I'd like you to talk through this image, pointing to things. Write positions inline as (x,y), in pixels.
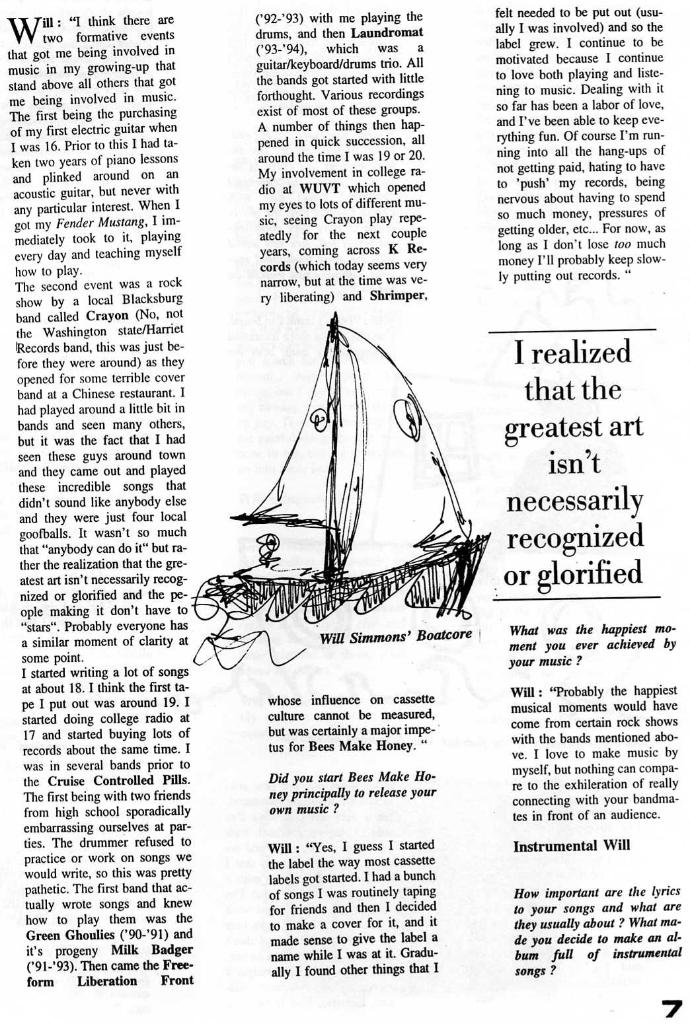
In this picture we can see text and an art (346,539).
